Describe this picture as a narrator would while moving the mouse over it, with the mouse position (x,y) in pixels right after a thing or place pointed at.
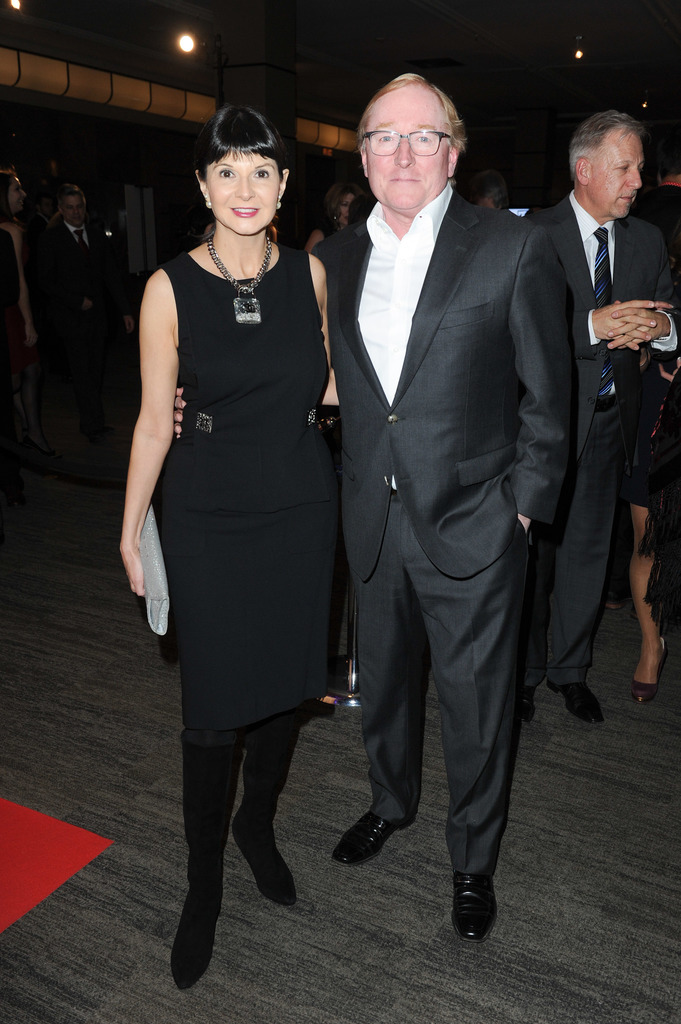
In this picture I can see there is a man (392,415) and a woman (328,612) standing here and she is wearing a black dress (196,564) and the man (374,743) is wearing a black blazer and a white shirt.
